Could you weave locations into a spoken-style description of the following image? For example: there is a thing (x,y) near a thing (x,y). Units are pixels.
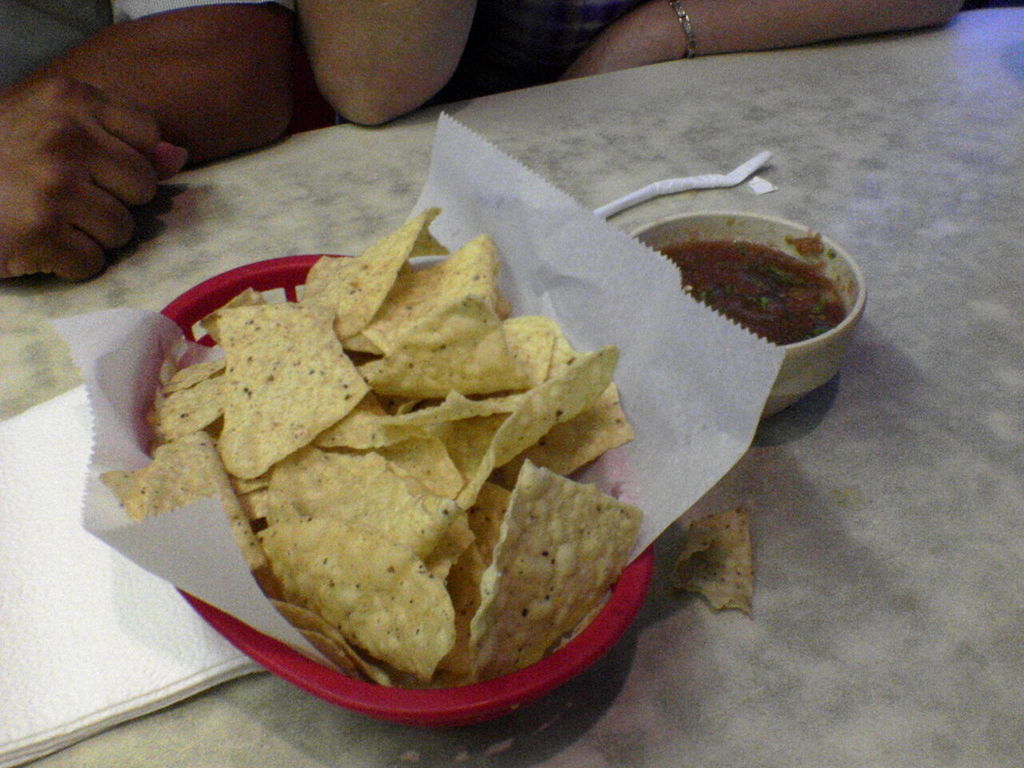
In this image there is a red color plate (334,677) in which there are nachos chips (376,440). On the right side (835,350) there is a bowl (792,316) in which there is sauce (753,280). On the left side (117,620) there are tissue papers (51,629). In the background (184,108) there are two persons (313,65) who kept their hands (126,151) on the table (313,189).
